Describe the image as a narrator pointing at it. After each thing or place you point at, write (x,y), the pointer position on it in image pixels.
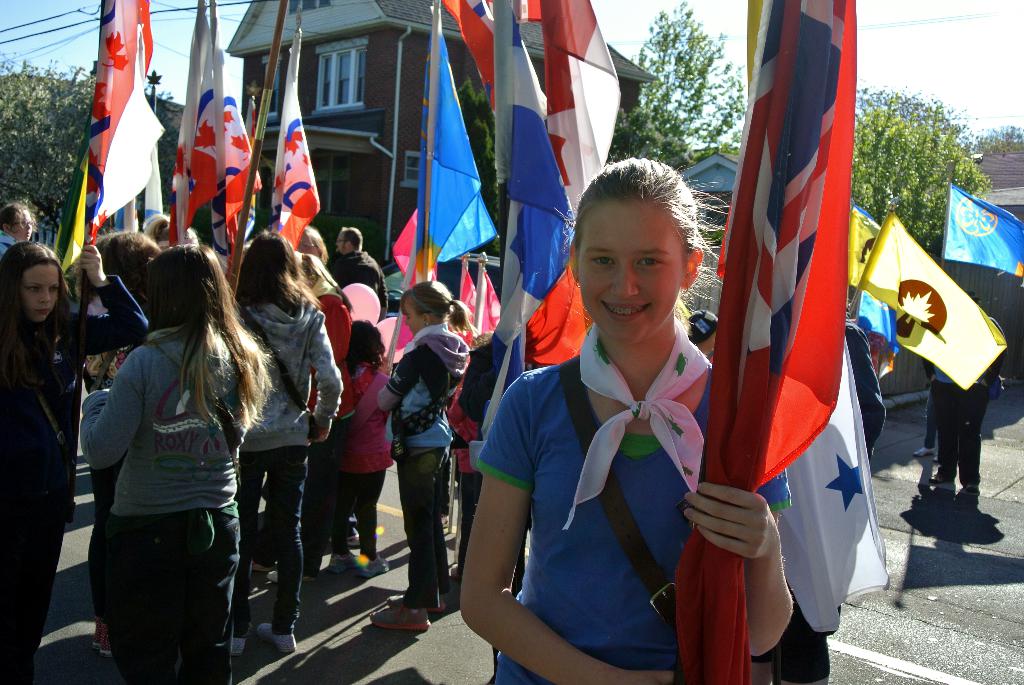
In this picture there are group of people (590,237) standing and holding the flags (776,182). At the back (279,113) there are buildings (333,116) and trees (25,128) and there are wires (84,21). At the top (81,49) there is sky (976,64). At the bottom (998,606) there is a road (995,598).
